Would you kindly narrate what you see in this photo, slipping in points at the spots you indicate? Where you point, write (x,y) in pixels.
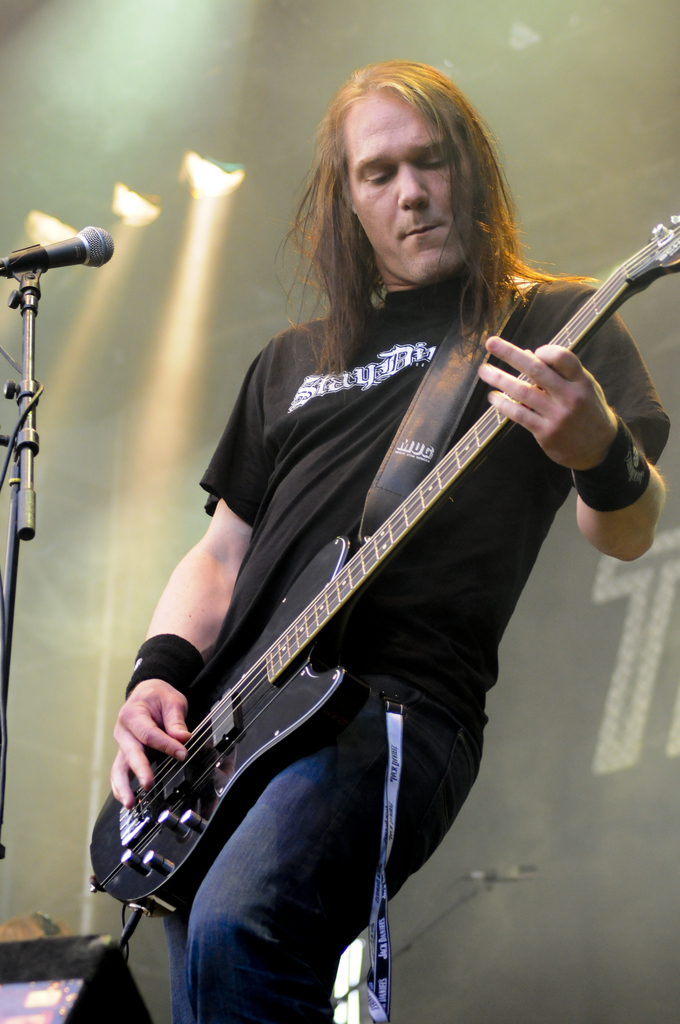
In this picture we can see a man (316,659) playing a guitar (309,680), we can see a microphone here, in the background (215,170) there are some lights (190,184).
